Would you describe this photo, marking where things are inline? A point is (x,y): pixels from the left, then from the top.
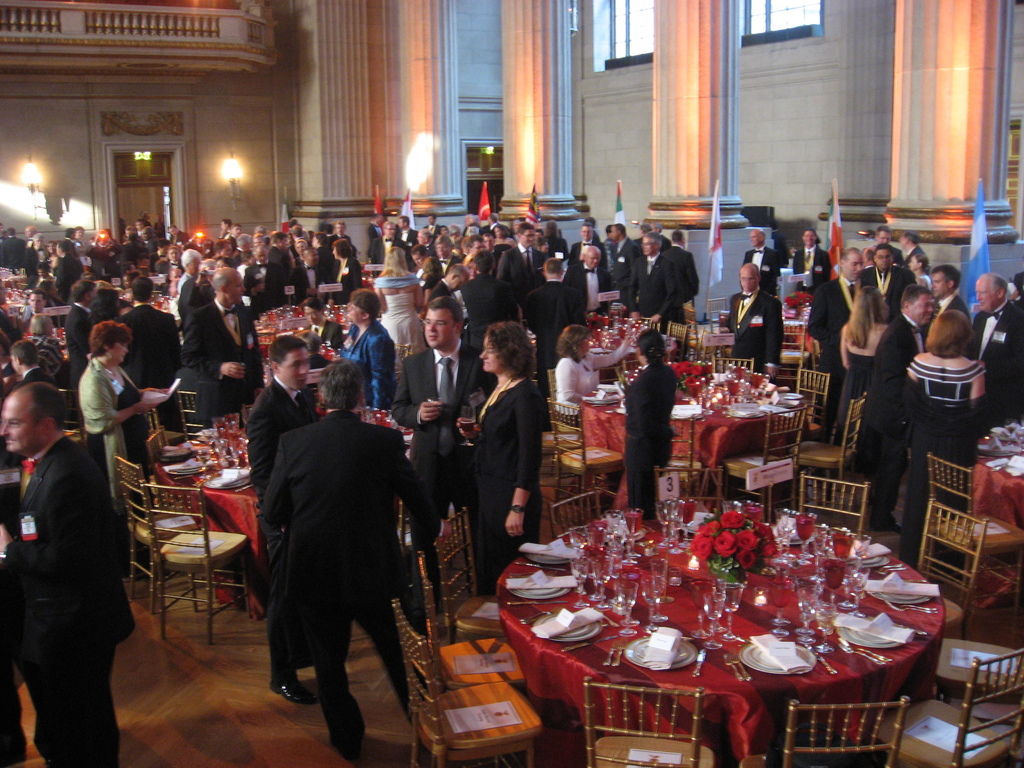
The image is taken in the hall (239,630). In the center of the hall (276,154) there are many people (450,369) standing and there are many tables (738,434). We can also see glasses (716,606), plates (755,660), napkins (657,657), spoons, forks (737,660), knives (700,660) which are placed on the tables (743,635). There are chairs (675,745). In the background (114,219) there is door (152,221) and there are lights (236,185) which are attached to the walls (207,157). On the right (807,6) there are windows (617,19).
